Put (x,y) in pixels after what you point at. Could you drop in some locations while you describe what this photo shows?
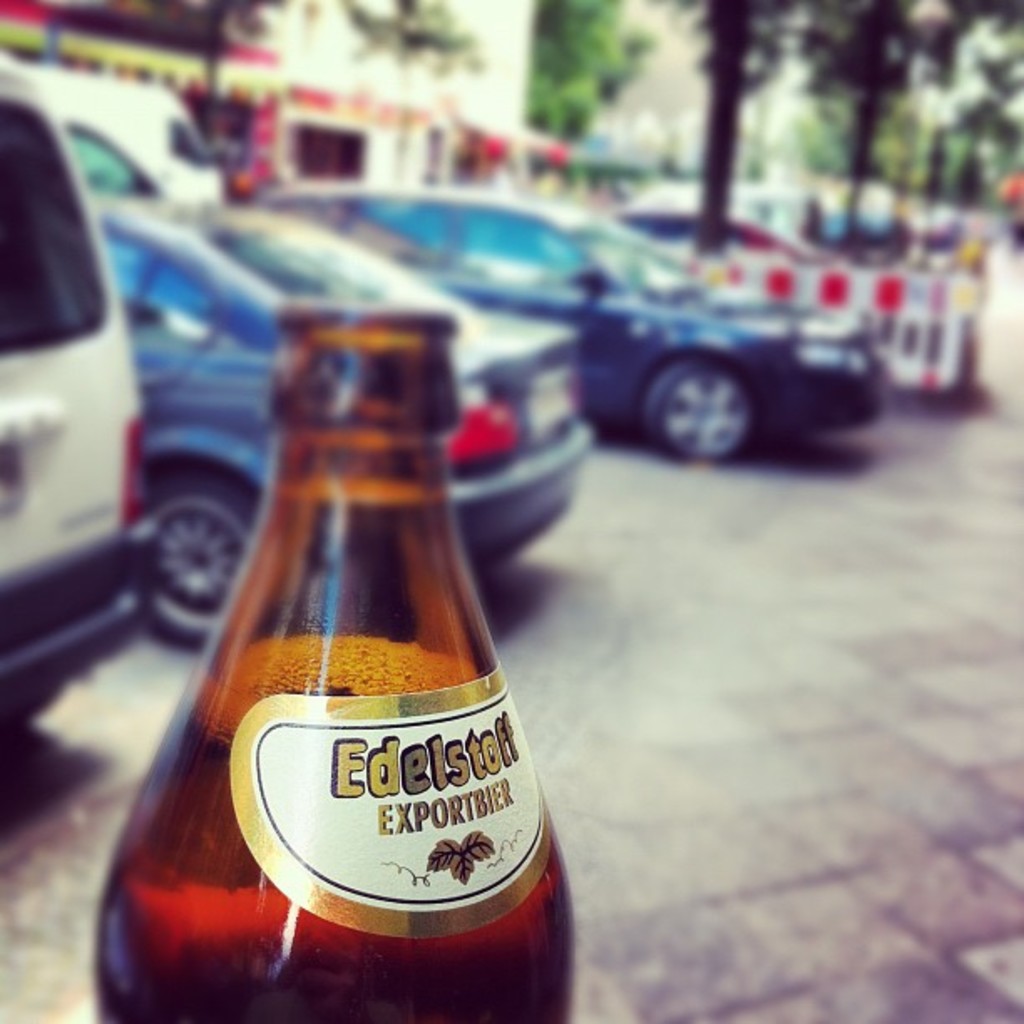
The background of the picture (481,49) is very blurry. Here we can see a building (484,63) and trees (612,59) near to the building (674,55). There a few cars (269,247) which are parking near to the building (310,74). It is an outdoor picture. There is a bottle (356,708) in which there is a liquid (310,687). This is a road divider (907,319).
